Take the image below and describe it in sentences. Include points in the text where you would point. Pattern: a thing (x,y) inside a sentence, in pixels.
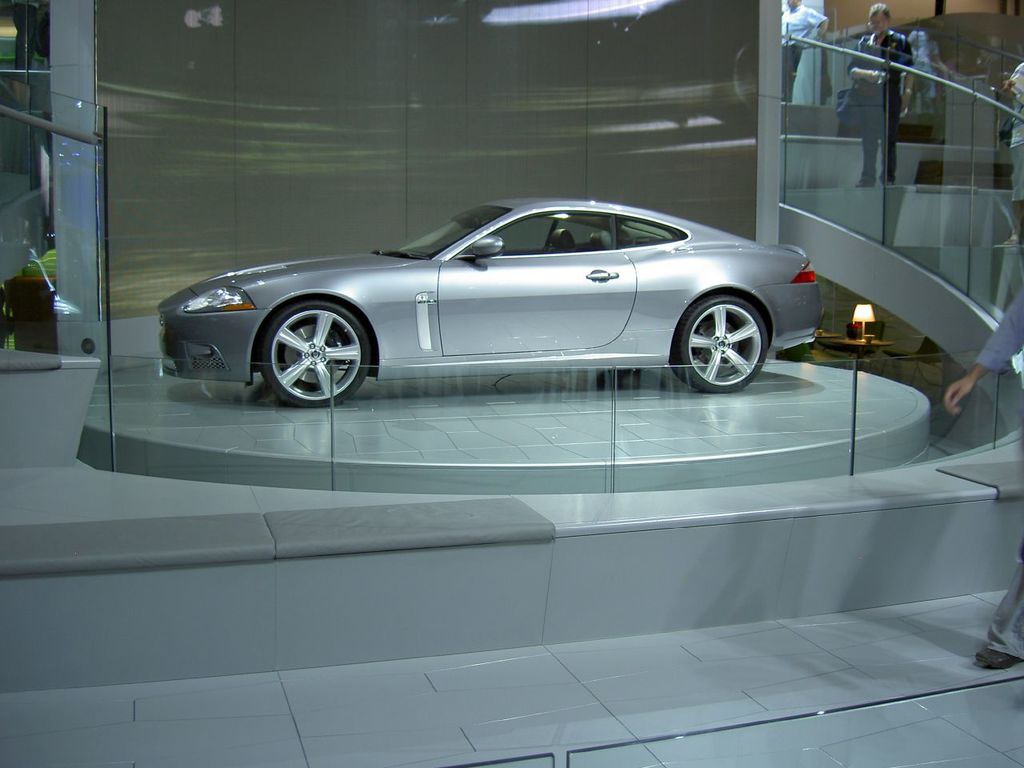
In the foreground (633,449) I can see a car (452,367) on the floor (641,412), fence (644,375) and a group of people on the steps (963,342). In the background (436,19) I can see a wall (399,5). This image is taken may be in a showroom (679,438).
